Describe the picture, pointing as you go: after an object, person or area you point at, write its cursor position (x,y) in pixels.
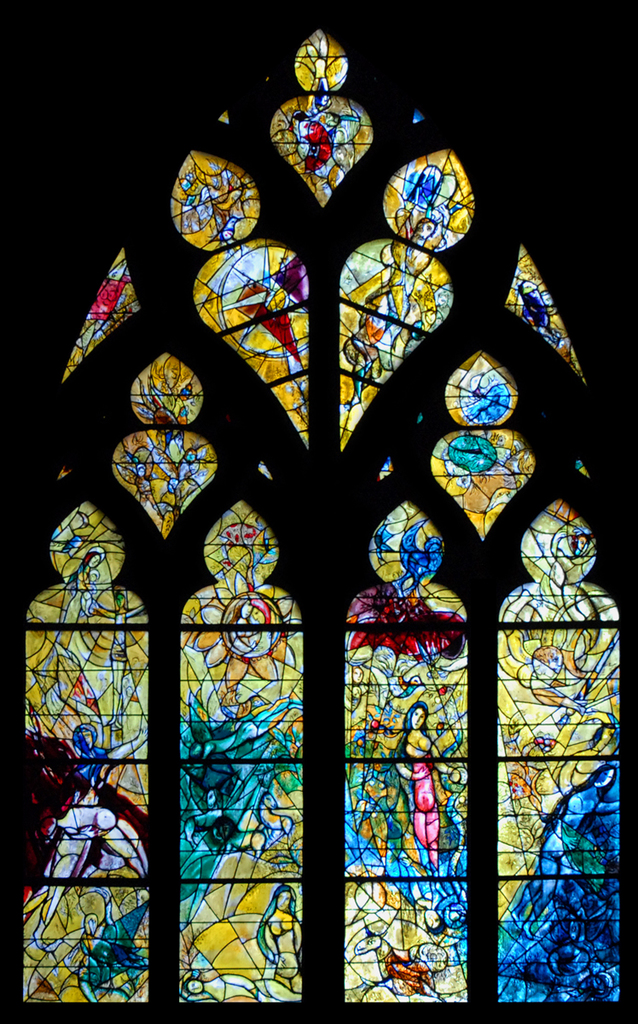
In this image I can see a window (293,651) with glass painting (204,672).
